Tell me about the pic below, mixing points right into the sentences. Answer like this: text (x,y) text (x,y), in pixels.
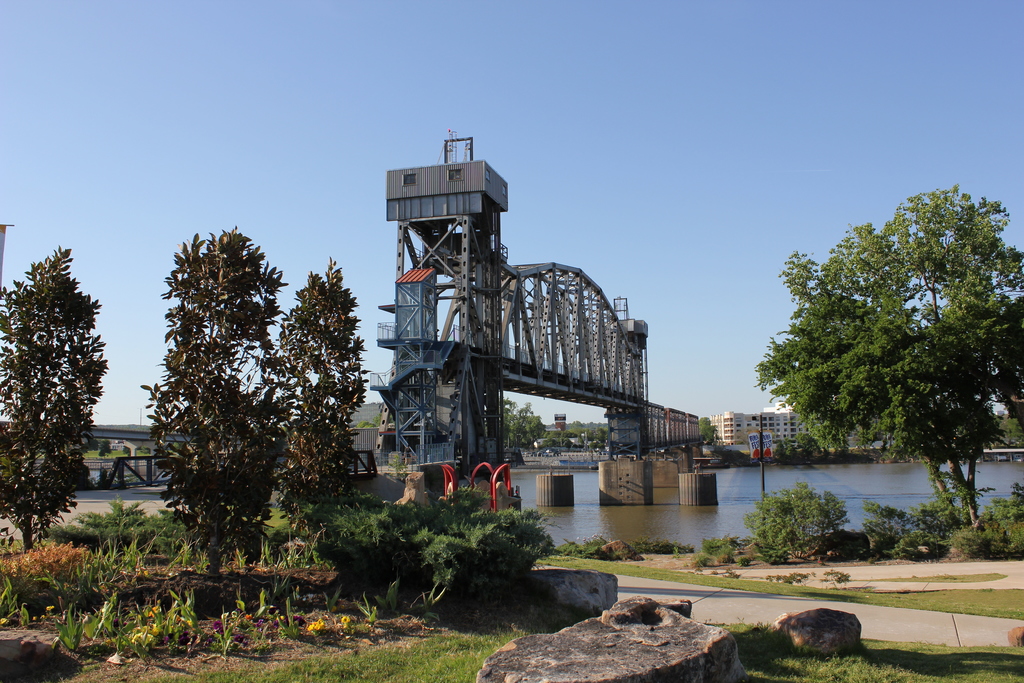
In this image, we can see trees (258,406), buildings (536,447), a bridge (468,424), plants (389,605), rocks (677,609), rods (170,465), poles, boards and at the bottom (919,615), there is water (846,479) and ground (900,595). At the top (496,98), there is sky (369,106).
